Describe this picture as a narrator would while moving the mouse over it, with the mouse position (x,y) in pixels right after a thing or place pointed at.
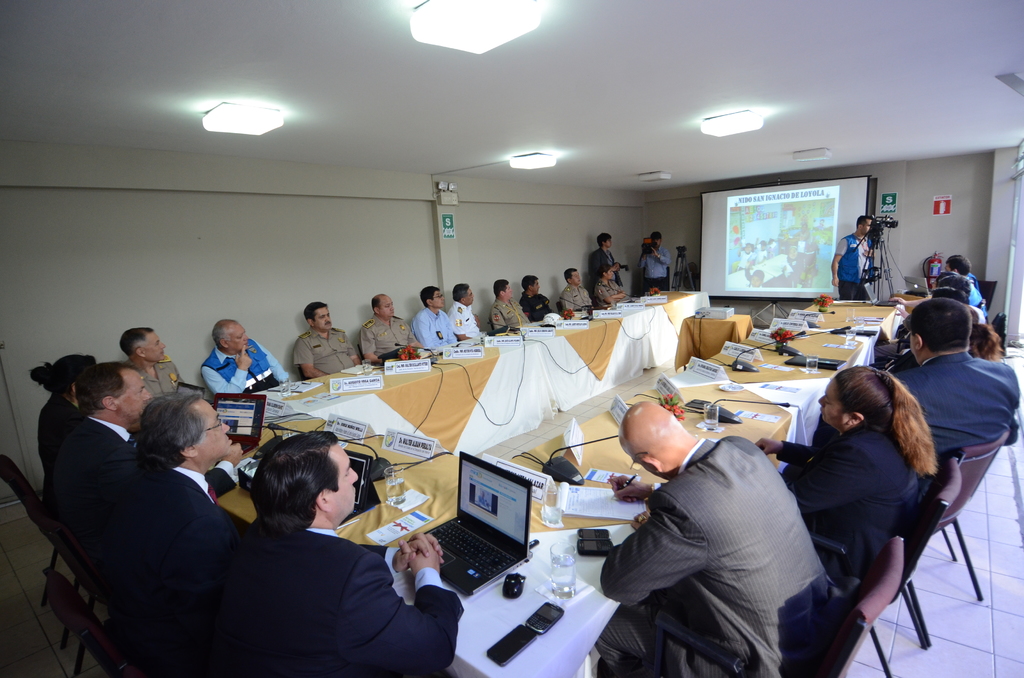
In the image few people (148,667) are sitting and there is a table (236,495), on the table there are some laptops (496,554) and microphones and papers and pens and mobiles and glasses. At the top of the image (864,191) there is screen (756,252). Behind the screen (768,262) there is wall (462,184), on the wall (462,184) there are some sign boards (944,210). At the top of the image (987,32) there is ceiling (207,102), on the ceiling (492,152) there are some lights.
